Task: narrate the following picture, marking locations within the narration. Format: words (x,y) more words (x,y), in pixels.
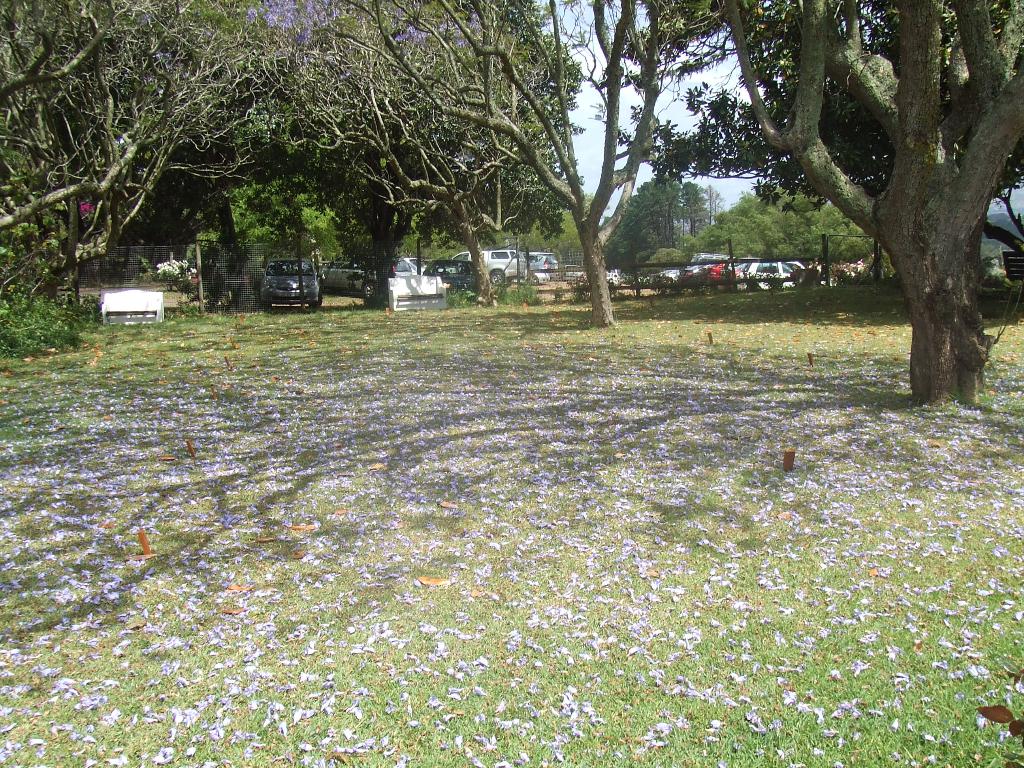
In this image we can see sky (708,96) with clouds (578,100), trees (378,105), motor vehicles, grill (134,252), benches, shredded flowers (434,636) and ground (507,459).
